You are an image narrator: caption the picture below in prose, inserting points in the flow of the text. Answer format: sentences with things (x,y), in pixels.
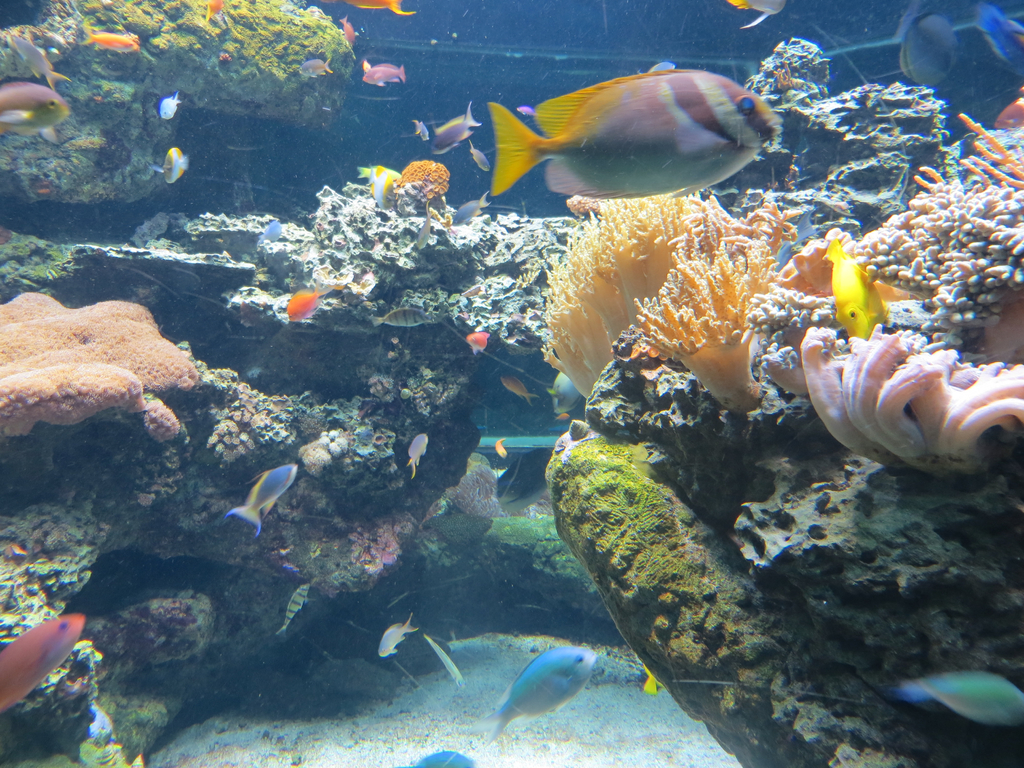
In this picture we can see there are fishes (508,158), corals (636,316), stones (413,416) in the water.
